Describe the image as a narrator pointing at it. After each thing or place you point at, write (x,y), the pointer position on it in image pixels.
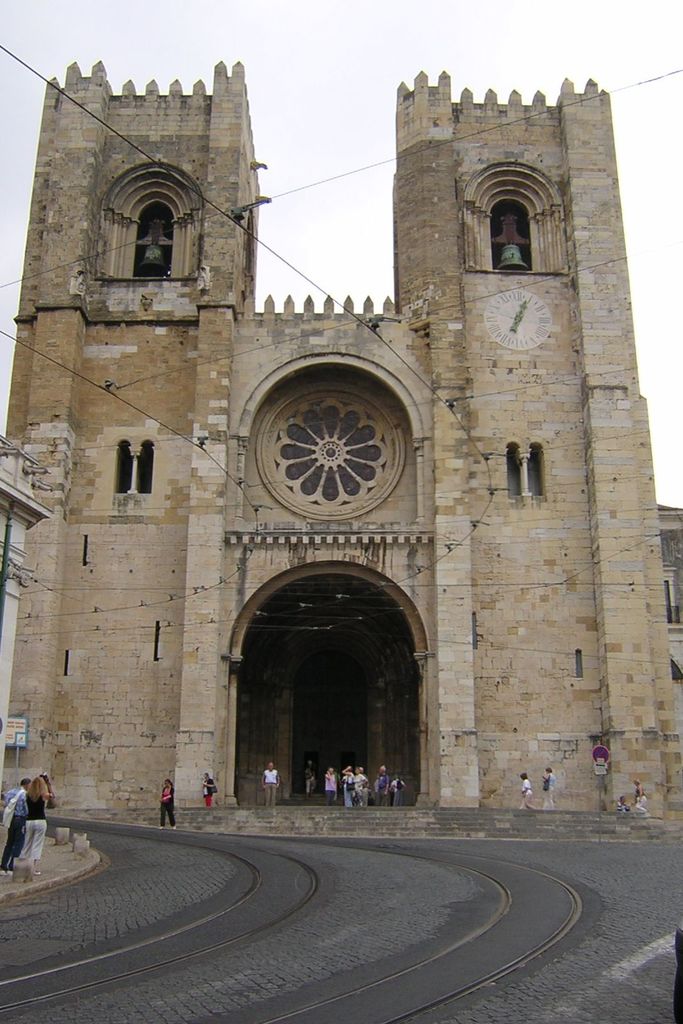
This image is taken outdoors. At the bottom of the image (282,992) there is a road (247,928). At the top of the image (252,119) there is a sky (51,72). In the middle of the image (308,350) there is an architecture (278,634) with walls (521,558), windows (142,464), sculptures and carvings (347,535). A few people (360,794) are standing on the floor (510,810).
